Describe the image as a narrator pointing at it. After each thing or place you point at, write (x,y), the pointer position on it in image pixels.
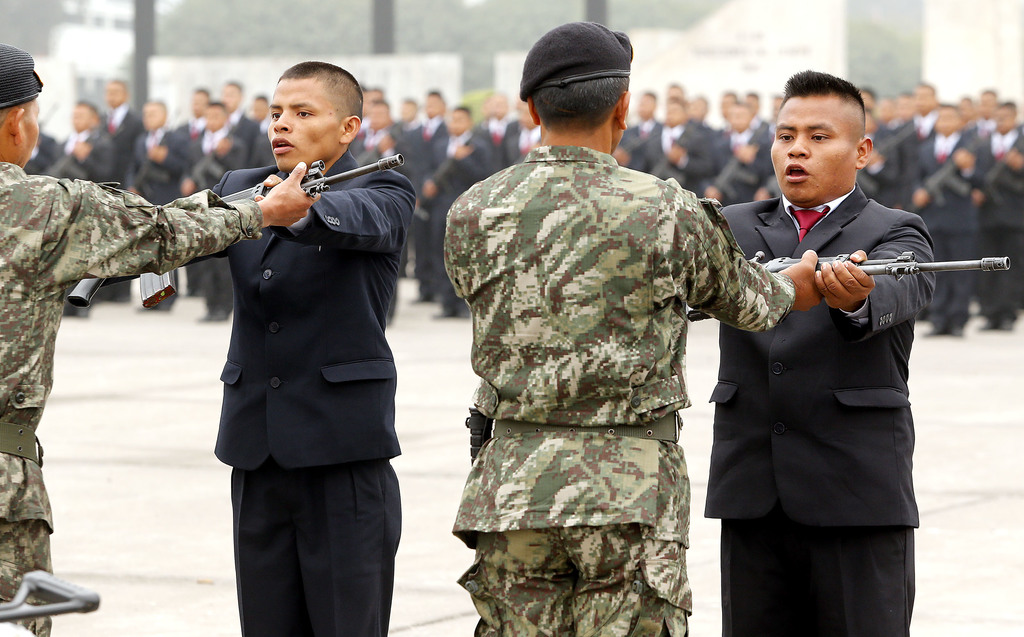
In this picture there are people (172,215) in the center of the image (394,424), by holding rifles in their hands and there are other people (679,114) those who are standing in series in the background area of the image (89,120).
